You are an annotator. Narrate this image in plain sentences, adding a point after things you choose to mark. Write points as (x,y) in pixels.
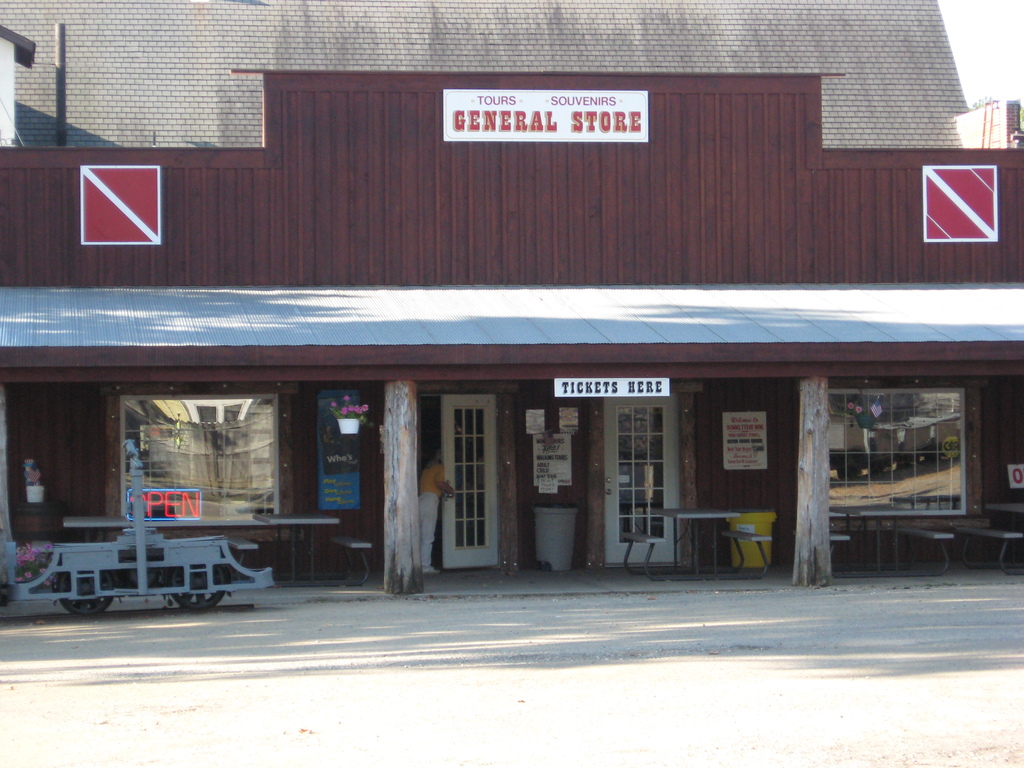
A picture of a general store (602,175). To this store (531,256) there are windows (173,445) and doors (638,478). In-front of this store (585,339) there is a plant (359,425), bins (544,509), tables (664,551) and benches (650,550). These are boards (960,214). Top of the image (908,81) we can see rooftop (895,53).
